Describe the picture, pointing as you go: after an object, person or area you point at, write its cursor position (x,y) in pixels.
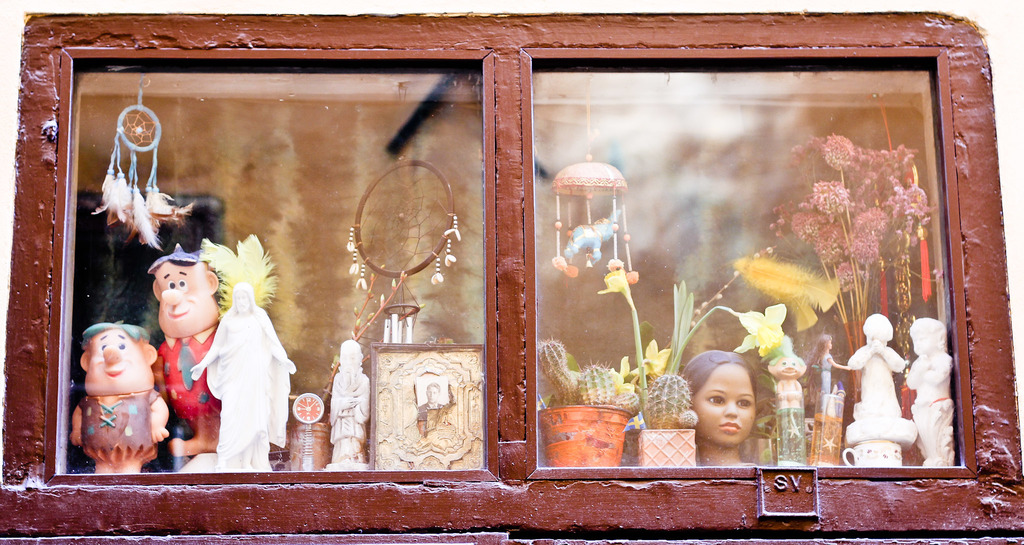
There are show pieces (253,307) are arranged in a wooden cupboard (241,225) as we can see in the middle of this image (549,206).
